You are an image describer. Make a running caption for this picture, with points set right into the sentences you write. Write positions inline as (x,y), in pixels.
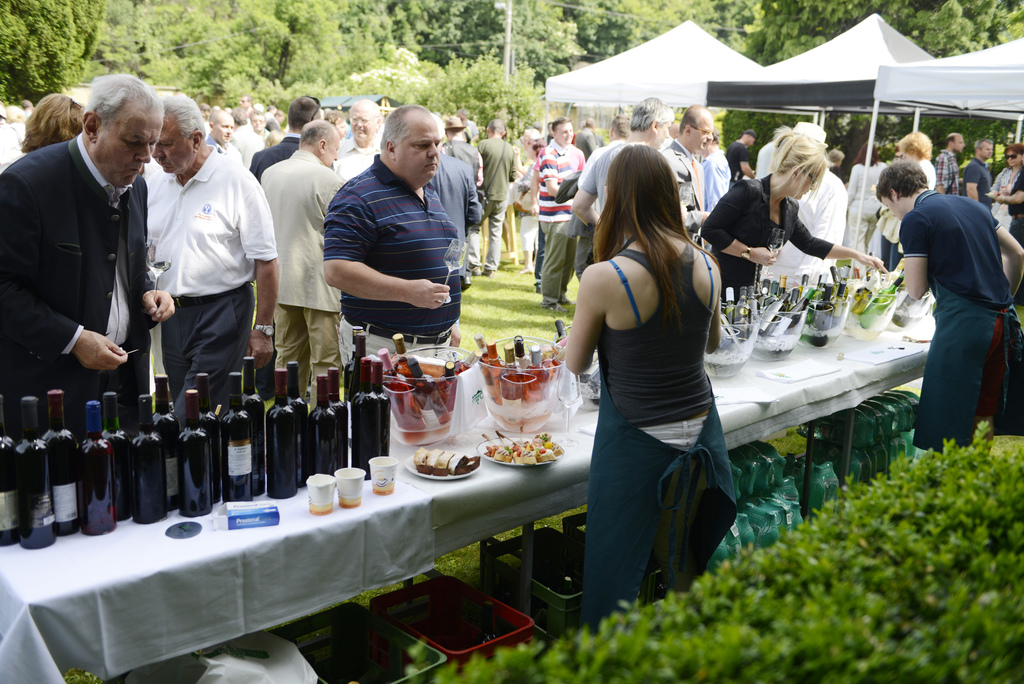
In this image I can see a woman (605,387) wearing black dress (658,375) and white pant (692,425) is standing and another man (917,209) wearing black t shirt (951,233) is standing on the one side of the table (582,464) and on the table (436,491) I can see few wine bottles (225,417), few containers (426,413) with wine bottles (519,350) in them and few plates (486,448) with food items (489,453) in them and on the other side of the table (488,424) I can see number of people (392,244) standing on the ground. In the background (947,81) I can see few tents (906,83) which are white in color and few trees (404,62).
